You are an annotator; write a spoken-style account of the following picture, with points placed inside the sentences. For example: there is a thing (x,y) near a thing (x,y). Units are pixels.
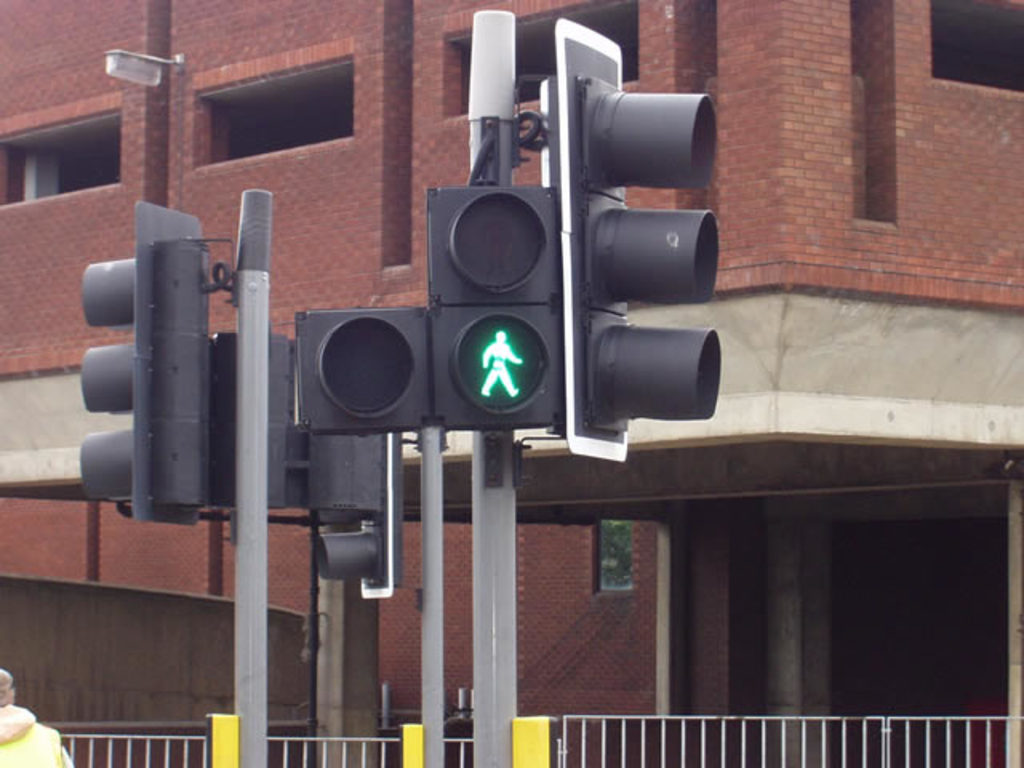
In this picture there is a black color traffic signal pole (614,340). Behind there is a red color brick building (526,180). In the front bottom side we can see the fencing grill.
